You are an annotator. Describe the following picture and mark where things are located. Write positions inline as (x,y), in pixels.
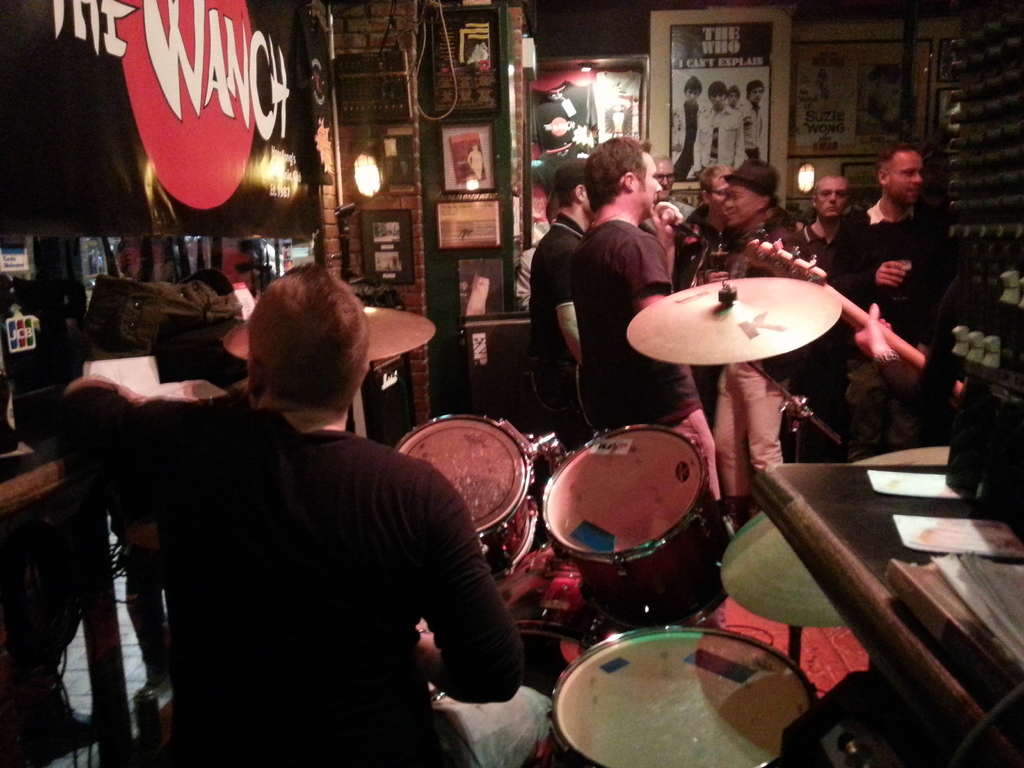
In this image I can see inside view of the room (680,264), in the room (324,336) I can see group of persons (262,470), musical instruments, and there are few photo frames (727,66) attached to the wall (937,184) and some lights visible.
